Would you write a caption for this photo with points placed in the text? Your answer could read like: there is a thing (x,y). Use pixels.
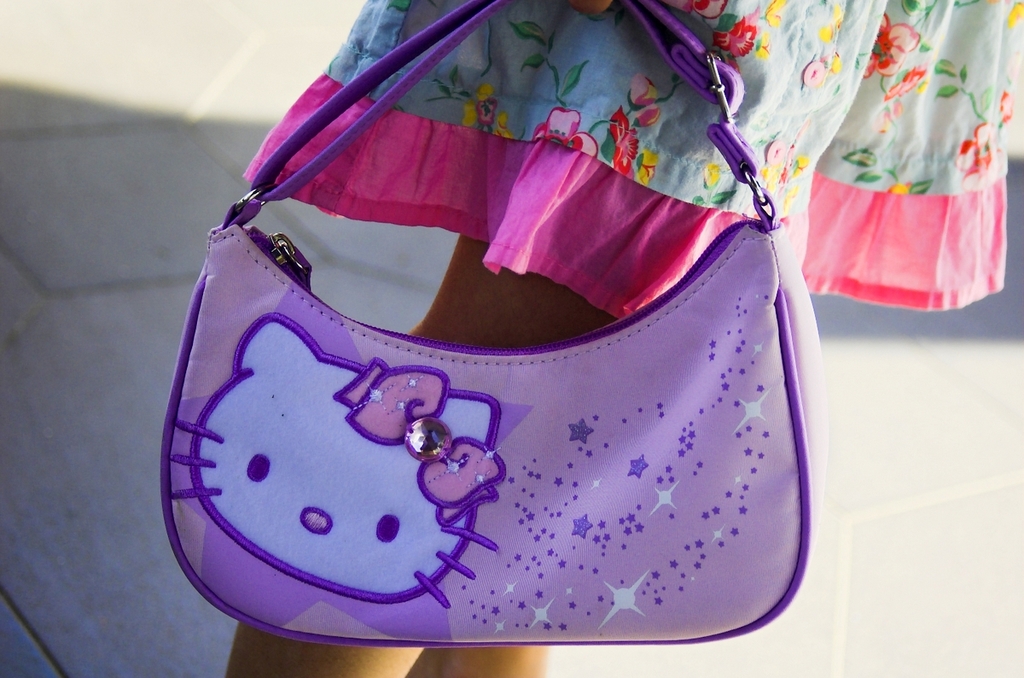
This is a road (850,399). Here we can see one person (925,125) wearing a colorful dress (887,135) and holding a handbag (269,381) which is purple in colour.
